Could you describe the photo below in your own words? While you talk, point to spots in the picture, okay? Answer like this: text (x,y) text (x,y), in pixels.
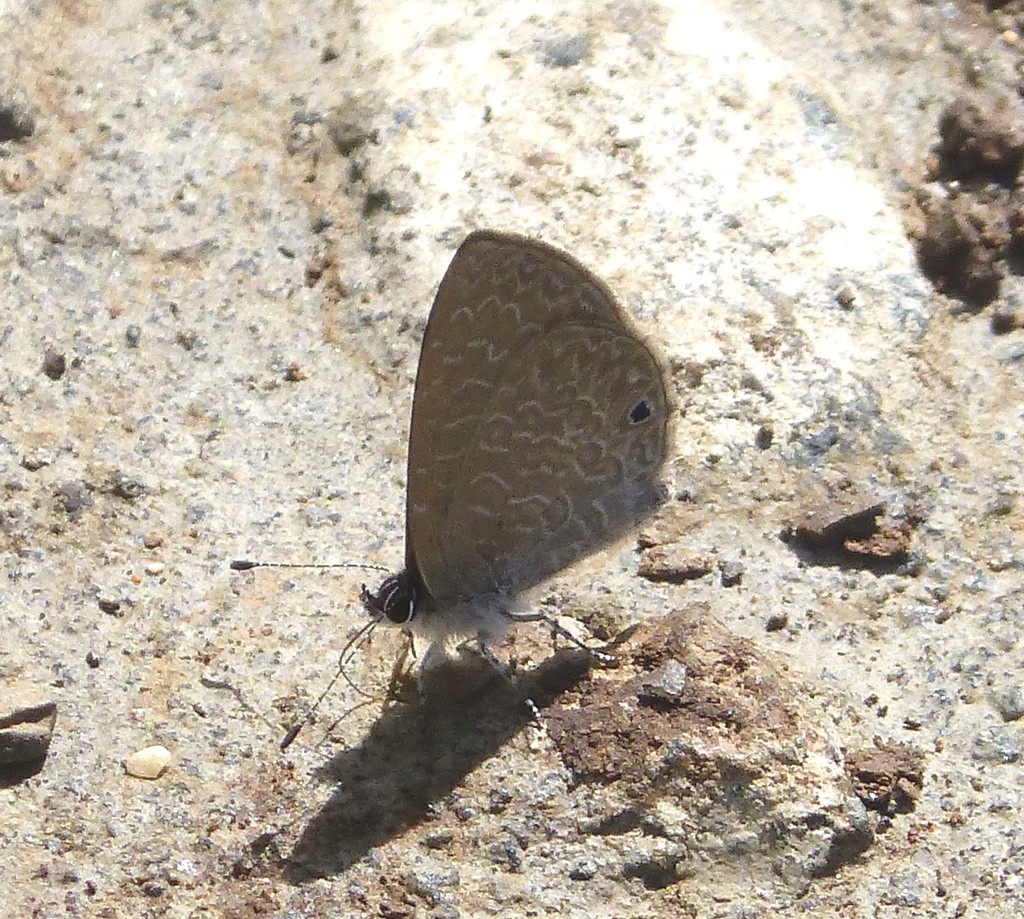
In this image in the center (425,517) there is one butterfly (524,492), at the bottom (353,764) there is a rock (730,714).
